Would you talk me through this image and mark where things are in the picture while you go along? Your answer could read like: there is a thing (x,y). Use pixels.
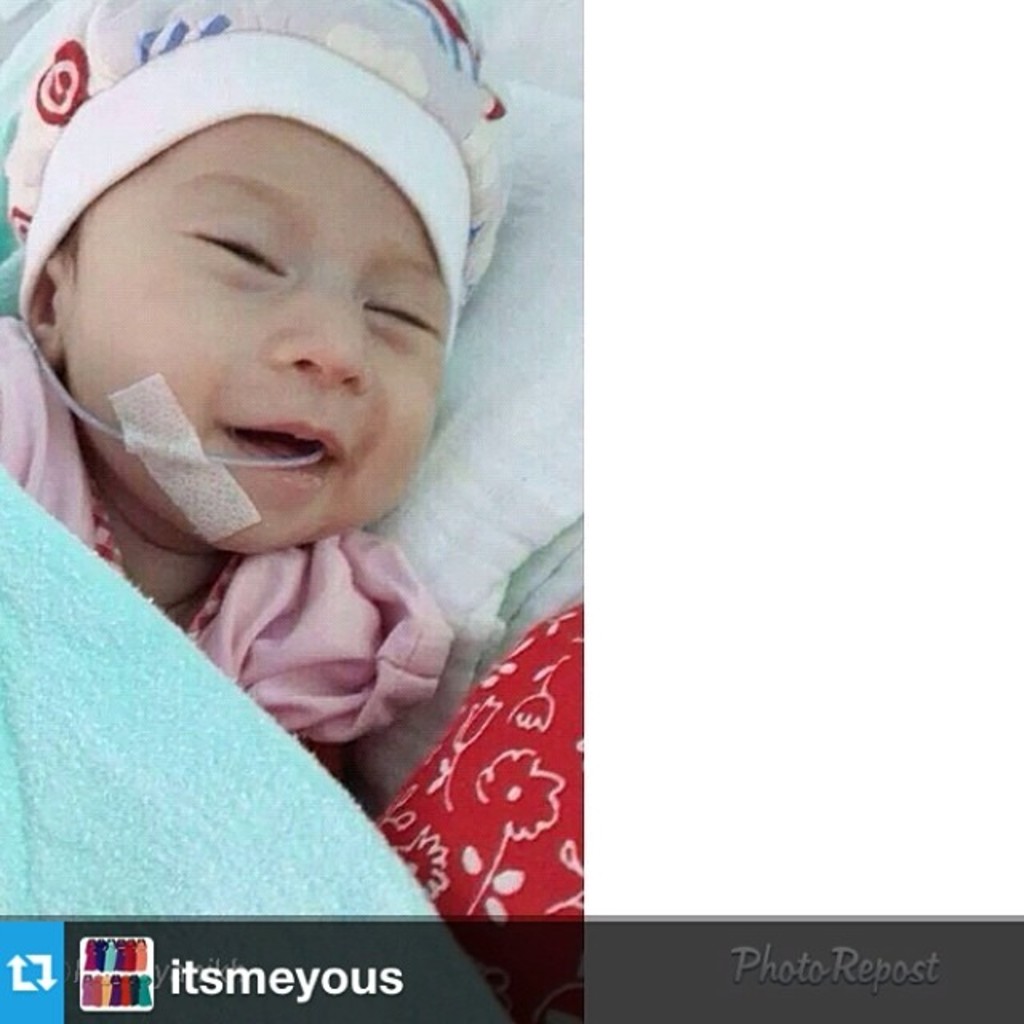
This image consists of a kid (207,615) sleeping. In the front (199,860), we can see a towel (199,840) in blue color. At the bottom (565,787), there is a red cloth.
